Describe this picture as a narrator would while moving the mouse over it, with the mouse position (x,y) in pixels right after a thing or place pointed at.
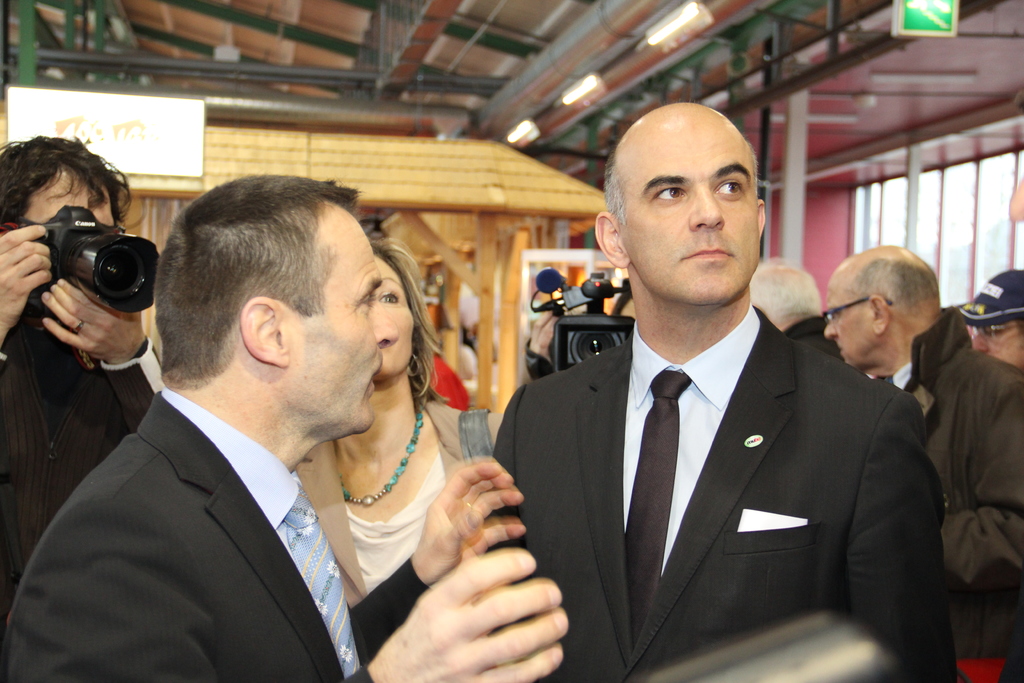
There are some people (371,475) standing in this picture. Some of them were women (404,410). In the background (112,328), there is one guy (88,304) capturing photos with his camera (72,252). In the background (393,165) there is a shed (414,170) and some lights (695,23) here.
